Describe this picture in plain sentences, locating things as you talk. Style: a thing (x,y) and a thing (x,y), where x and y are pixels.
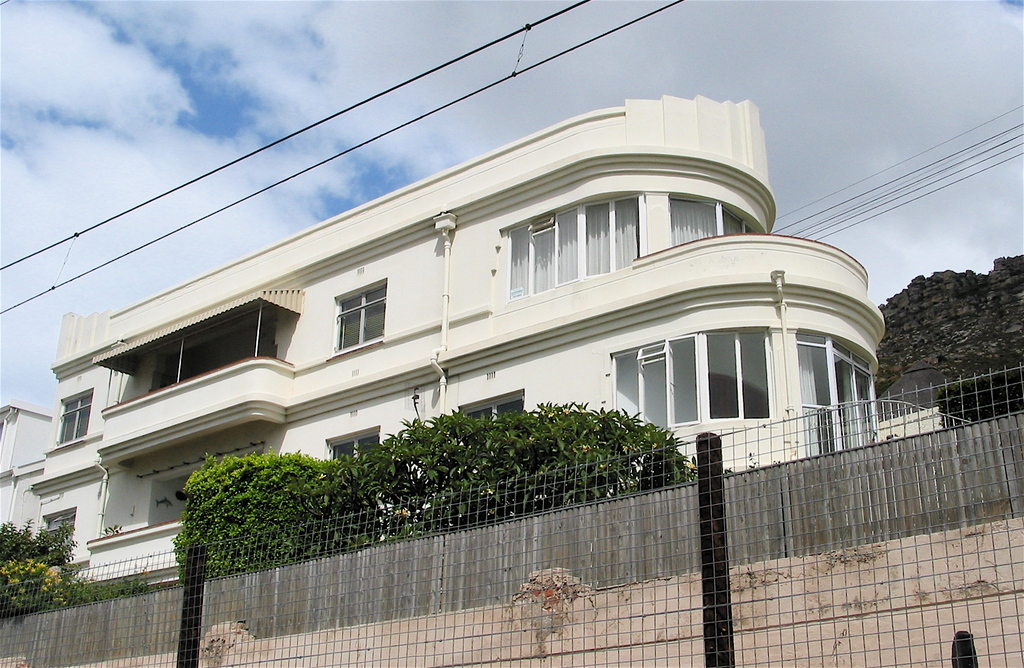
In this image I can see buildings (253,360). There are trees (363,454), cables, windows (528,294), pipes (448,234) and there is fencing (752,601). In the background (313,116) there is sky (294,64).
